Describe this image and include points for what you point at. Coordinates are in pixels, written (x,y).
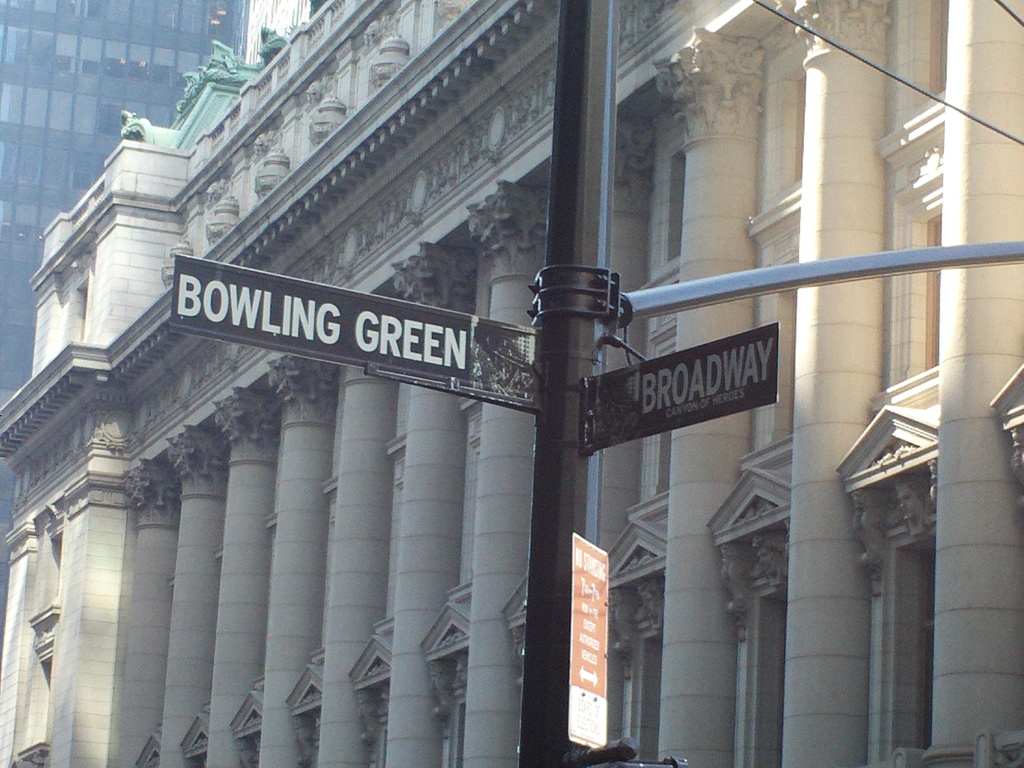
In the picture I can see the buildings (861,283). There is a direction sign board pole (427,377) in the middle of the picture (597,331). I can see the pillars (446,459) of the building (406,205) and there are statues (181,106) on the building (213,99). I can see the glass windows (155,111) of another building (170,53) on the top left side of the picture (85,104).
